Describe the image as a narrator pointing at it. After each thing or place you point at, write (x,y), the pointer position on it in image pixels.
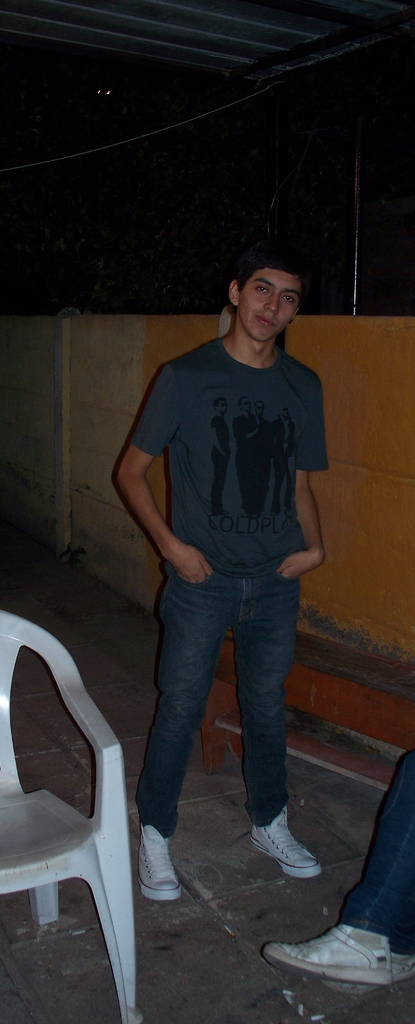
There is a man (279,663) standing in the image. He is wearing a grey T-shirt (293,388), blue jeans (272,682) and white shoes (165,877). On the T-shirt (237,501) there are images (249,472) of few people (260,453) and text (240,519) below. To the left corner of the image (21,814) there is a chair (27,826). To the right corner of the image (364,925) there are legs (392,914) of a person (386,909). Behind the person (381,902) there is wall (372,460). The background (240,144) is dark. Above the image there is roof (218,18).
